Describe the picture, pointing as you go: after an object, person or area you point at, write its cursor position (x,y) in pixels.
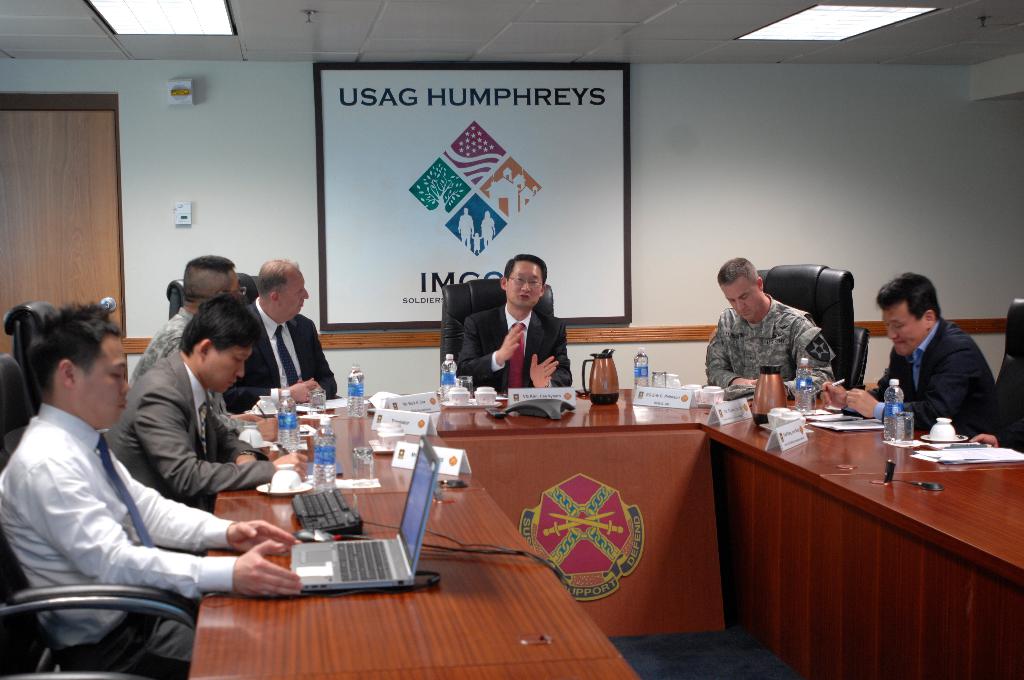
It is a room (230,418) where group of people (245,467) are sitting on the chairs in front of the desk (427,642), where bottles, papers (922,457) are present on it, behind a person (523,310) there is a wall (808,84) and a picture (585,76) having some text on it, behind them there is a door (78,215).
